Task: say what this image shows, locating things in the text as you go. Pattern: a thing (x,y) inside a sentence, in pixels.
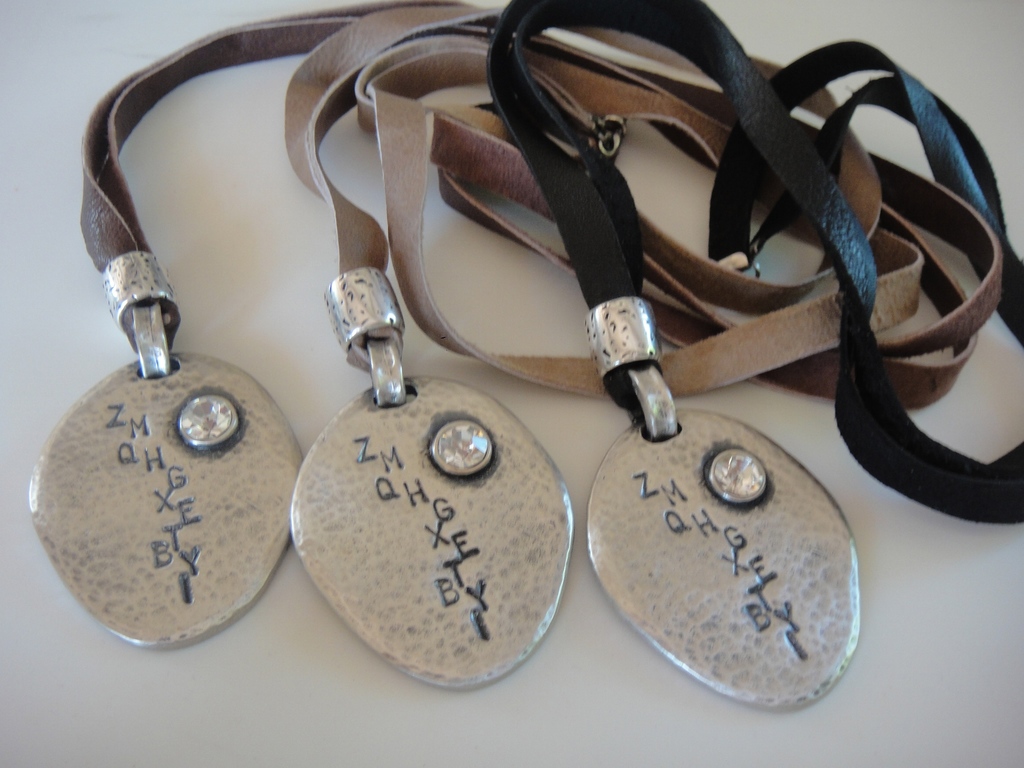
This picture consists of lockets (115,516) with leather belts (525,165) and there is text (442,591) on lockets (419,554).
